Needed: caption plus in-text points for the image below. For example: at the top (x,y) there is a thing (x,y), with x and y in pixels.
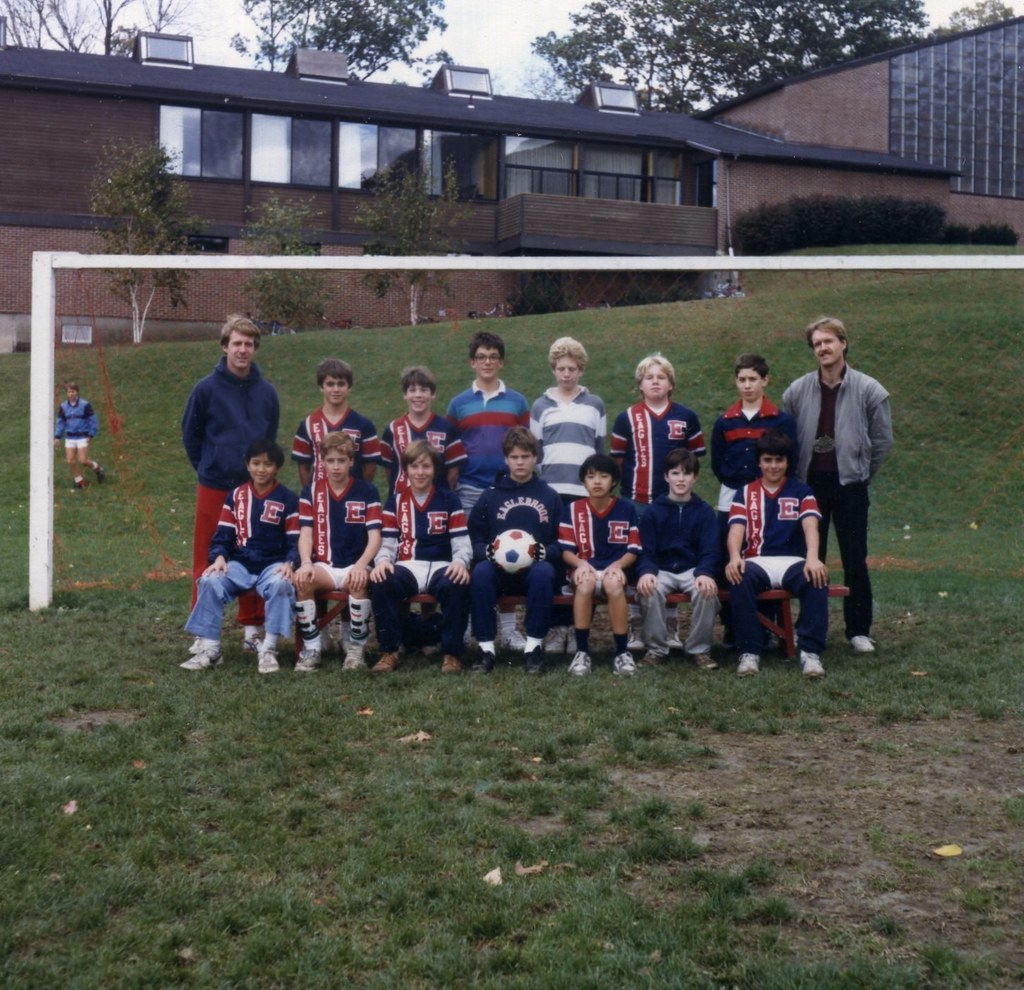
In this image, we can see some kids (657,577) and persons (822,382) wearing clothes (879,429). There is a kid (513,507) in the middle of the image (533,511) holding a ball (523,568) with his hands (492,554). There is a pole (51,490) on the left side of the image (51,479). There are plants (115,210) in front of the shelter house (656,155). There are trees (613,34) at the top of the image (284,24).
